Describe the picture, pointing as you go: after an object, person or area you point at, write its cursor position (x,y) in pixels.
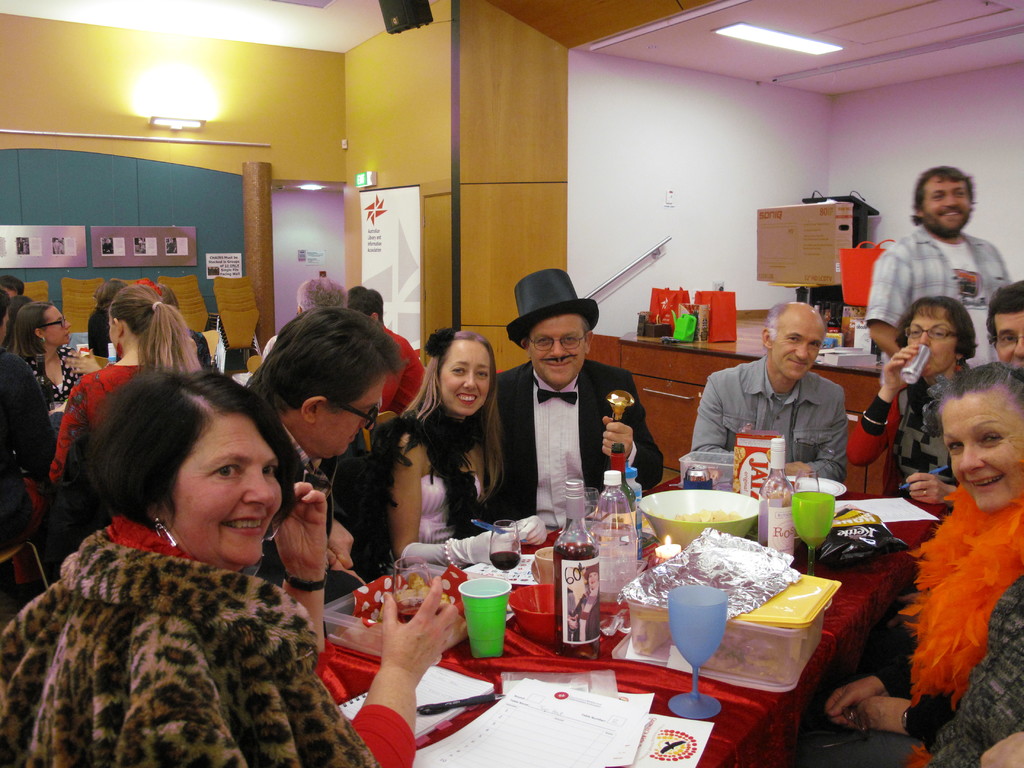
This is an inside view of a room (54,232). Here I can see few people (387,470) are sitting around the table (730,752) smiling and most of them are giving pose for the picture. On the table (585,662), I can see few bottles (614,597), glasses (685,618), boxes (745,665), papers (565,739) and some more objects (607,683). On the right side (953,243) a man (956,267) is standing and smiling. In the background (36,345) also I can see few people (166,334) are sitting on the chairs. On the top of the image (303,173) I can see a wall (100,170) on which few posters (394,242) and frames (146,247) are attached. On the top (773,34) I can see the lights (756,34). At the back of this man (926,256) there is another table (673,357) on which few bags (670,309), basket (860,265), box (796,230) and some more objects (839,336) are placed.
